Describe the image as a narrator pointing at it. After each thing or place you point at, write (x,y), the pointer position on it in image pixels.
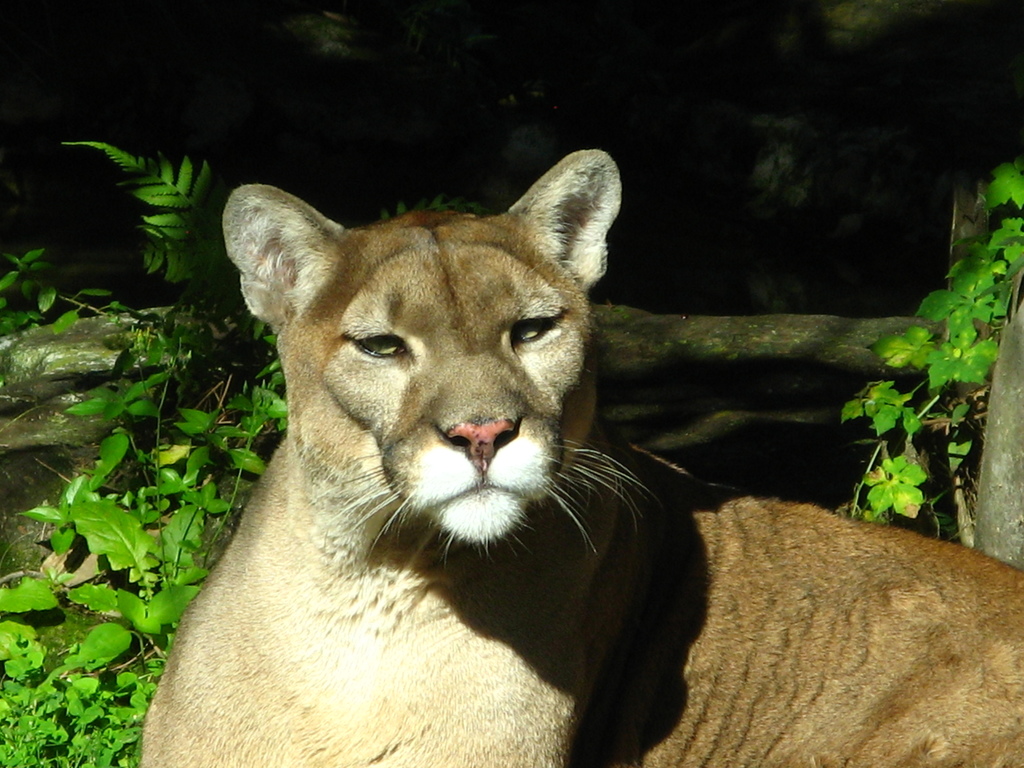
In the image we can see there is a cougar (485,557) lying on the ground (67,618) and behind there are plants (22,676).
